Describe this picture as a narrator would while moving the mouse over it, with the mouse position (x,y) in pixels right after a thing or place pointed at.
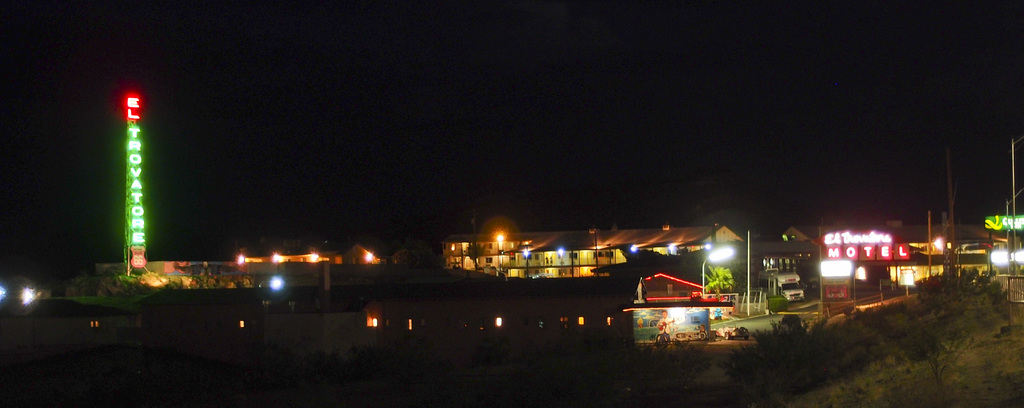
In this image we can see buildings (654,283), shops (884,280), plants (895,327) and one tower (132,200). To the right side of the image (1008,279) one fence (1017,283) is present.
